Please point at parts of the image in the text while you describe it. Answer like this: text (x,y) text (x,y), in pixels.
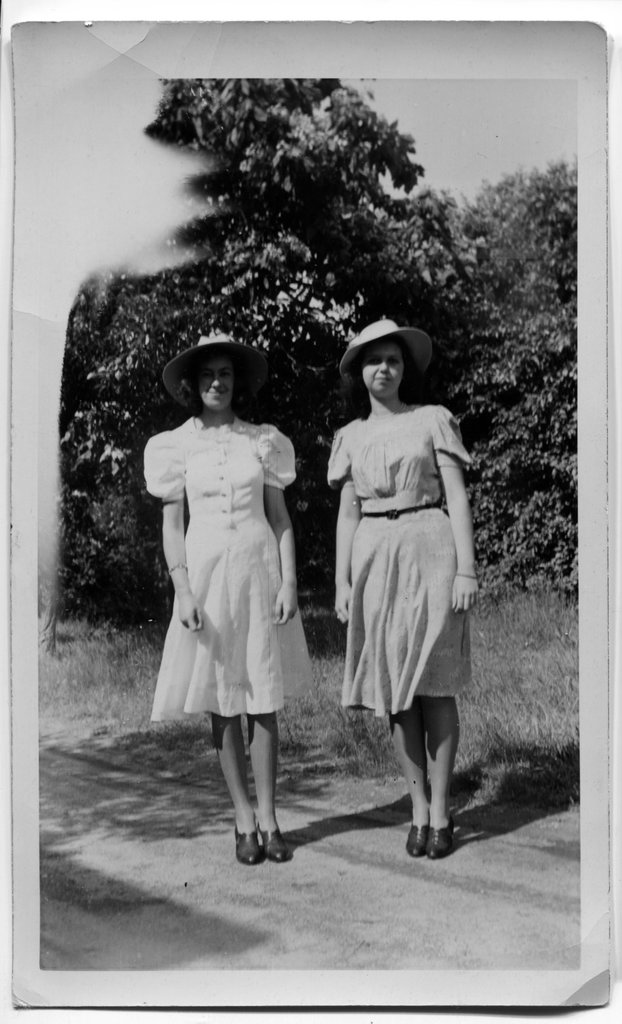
In this picture we can see two women (446,466), they wore caps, behind to them we can see few trees (230,248) and grass (511,708), and it is a black and white photography.
